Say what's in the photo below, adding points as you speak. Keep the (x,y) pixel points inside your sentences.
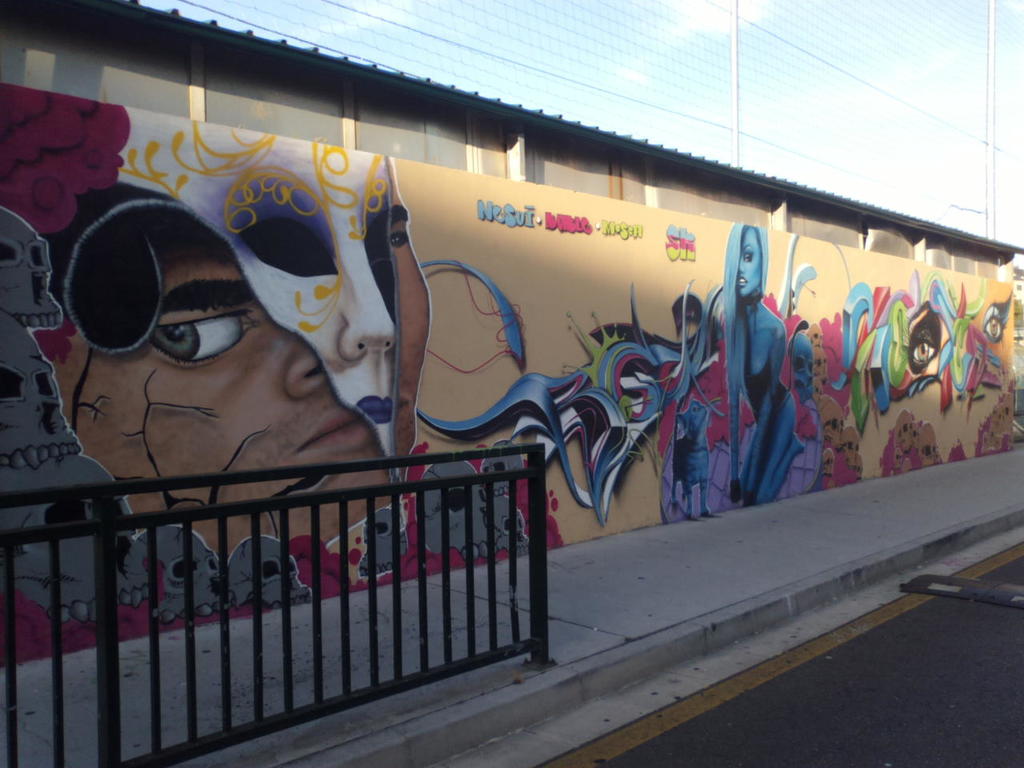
In the picture I can see a wall (501,415) which has painting (384,398) of people (228,397) and some other things (657,370). I can also see a fence (344,601). In the background (776,129) I can see the sky (670,78).
